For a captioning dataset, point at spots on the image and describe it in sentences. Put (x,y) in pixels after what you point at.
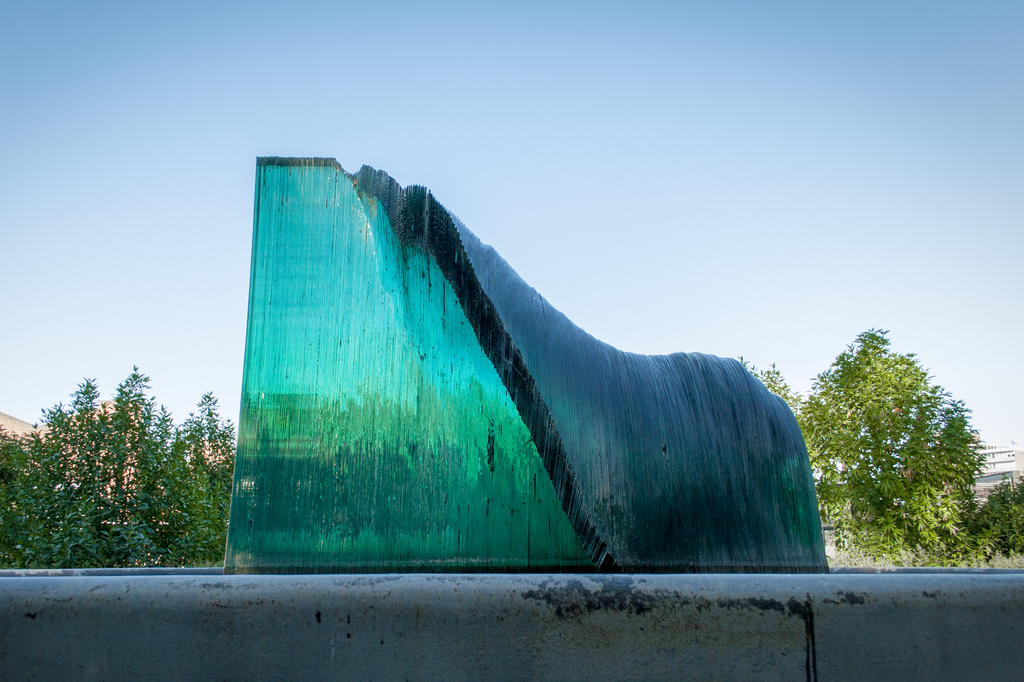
In the image there is a glass sculpture (494,522) on the wall (157,609) and behind that sculpture (351,423) there are many trees (824,460).
